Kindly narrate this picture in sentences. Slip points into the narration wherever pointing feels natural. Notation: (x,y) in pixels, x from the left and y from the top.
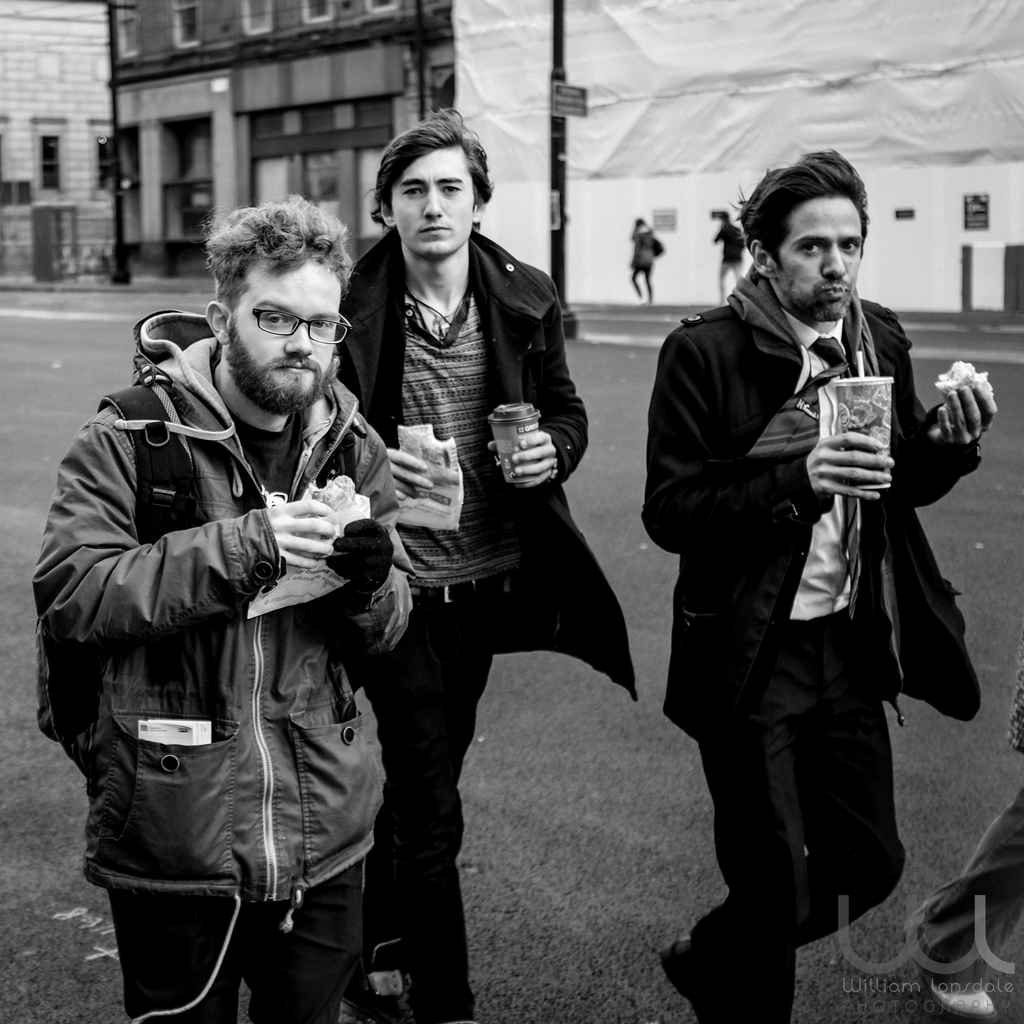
In this image I can see three persons (187,576) standing. The person (349,622) in front holding some object (339,534) in the hand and wearing a bag (144,480). Background (204,72) I can see few other persons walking and a building (376,86), and the image is in black and white.
